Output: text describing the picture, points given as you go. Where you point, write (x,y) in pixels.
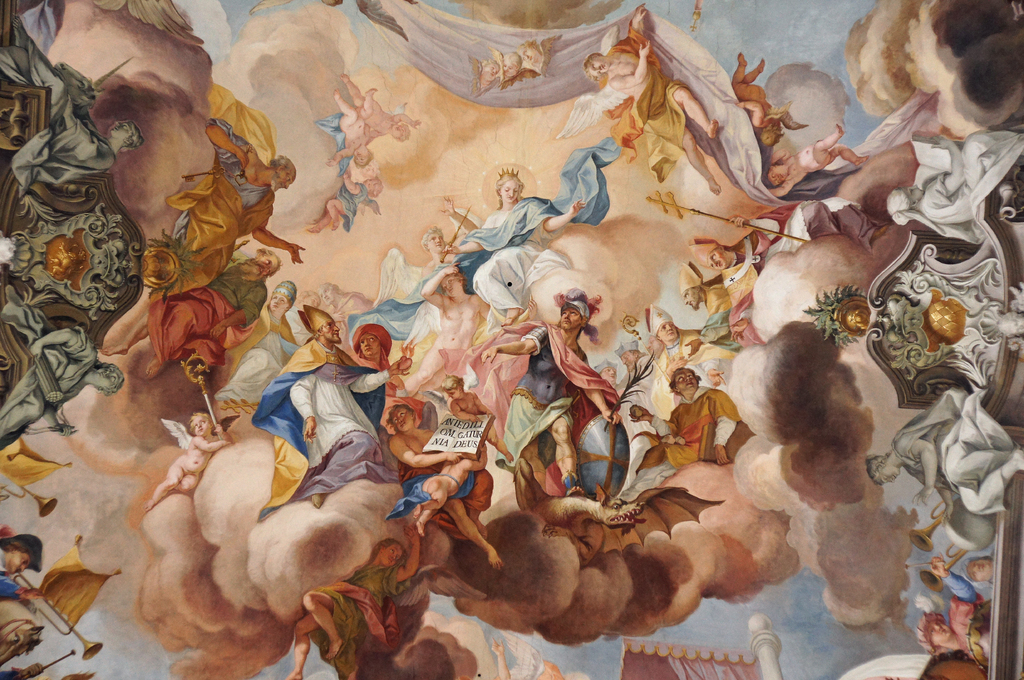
This image looks like a painting in which I can see a group of people (480,520), smoke (522,555), musical instruments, swords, cloth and the sky (443,5).
